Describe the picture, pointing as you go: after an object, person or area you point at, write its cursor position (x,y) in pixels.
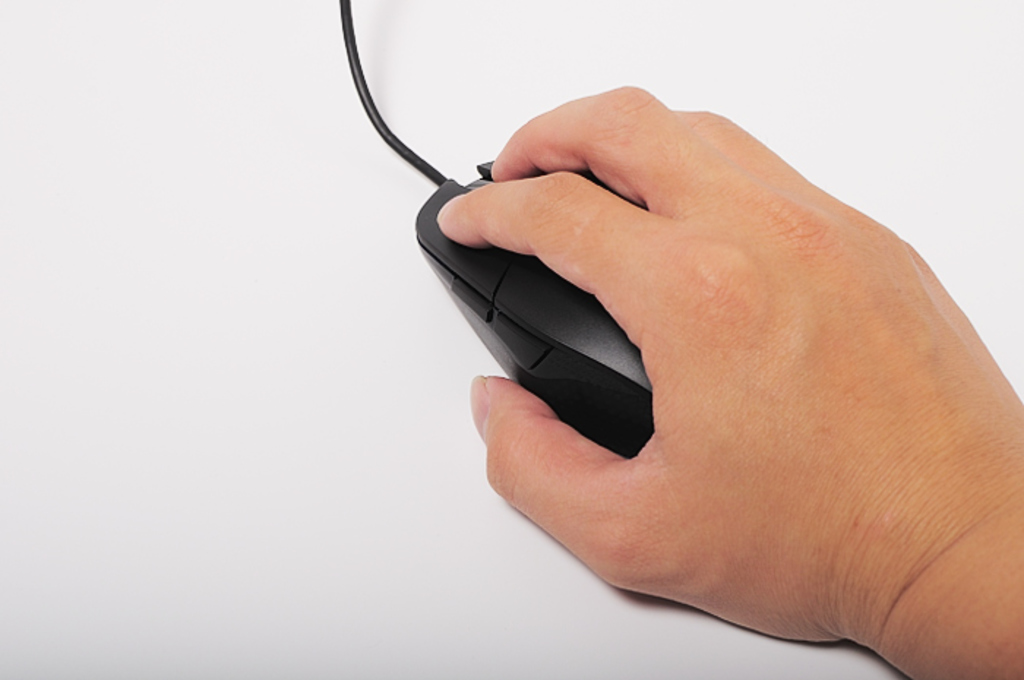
On the right of this picture (748,221) we can see the hand (766,465) of a person (835,491) holding the mouse (486,290). In the background (350,37) we can see a cable (345,23) and a white color object (159,208) which seems to be the table (771,84).
